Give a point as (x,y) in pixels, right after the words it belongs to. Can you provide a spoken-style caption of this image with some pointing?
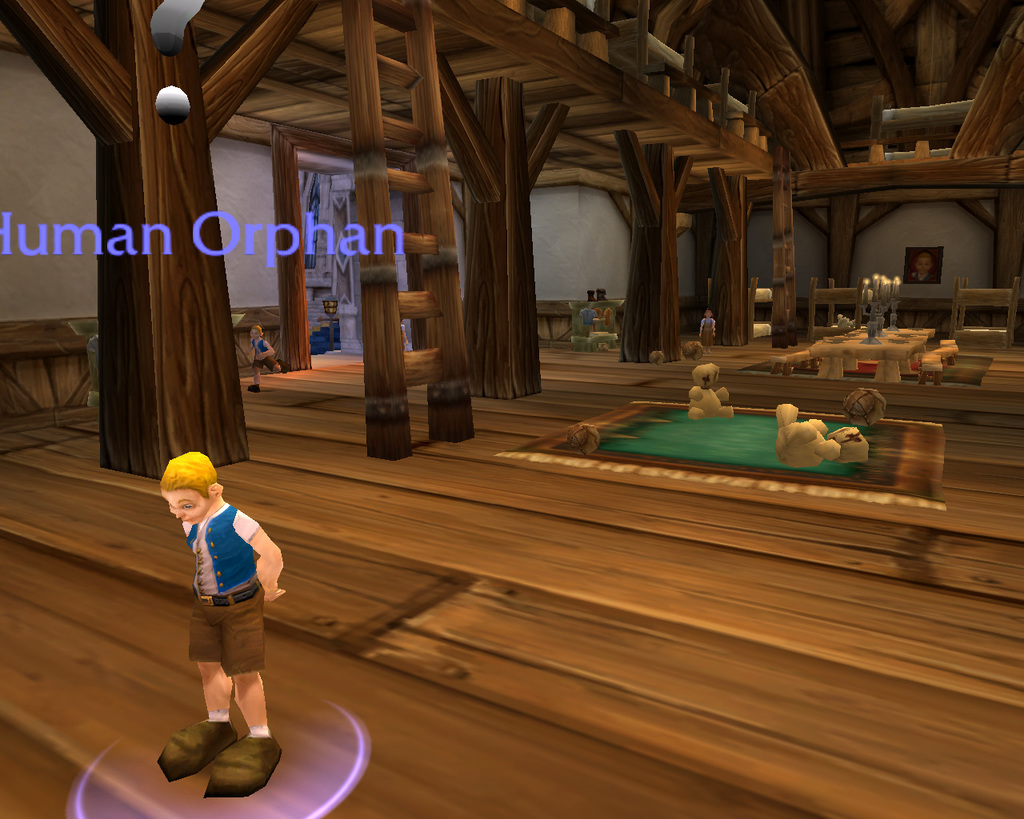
This is an animated image in which I can see a wooden house (275,443) with some toys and three kids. On the left side of the image (308,248) I can see some text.
